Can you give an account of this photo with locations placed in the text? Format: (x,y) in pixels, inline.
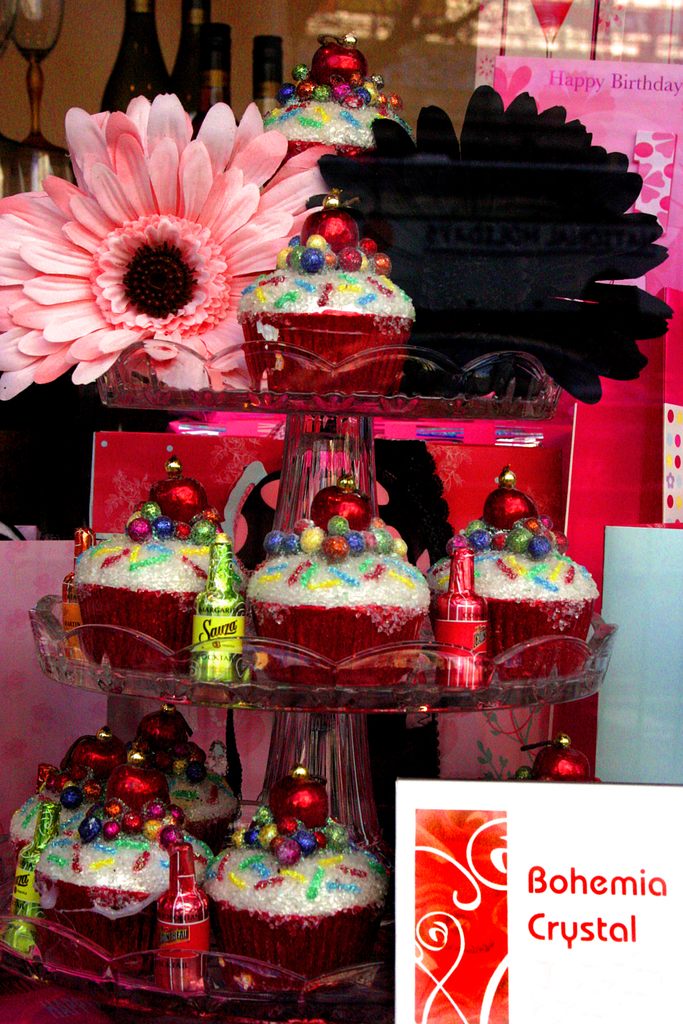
In this picture we can see bottles (148,39), glasses (41,6), flowers (315,166), cupcakes (337,265), decorative items (167,841), cards (464,823) and some objects (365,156).
